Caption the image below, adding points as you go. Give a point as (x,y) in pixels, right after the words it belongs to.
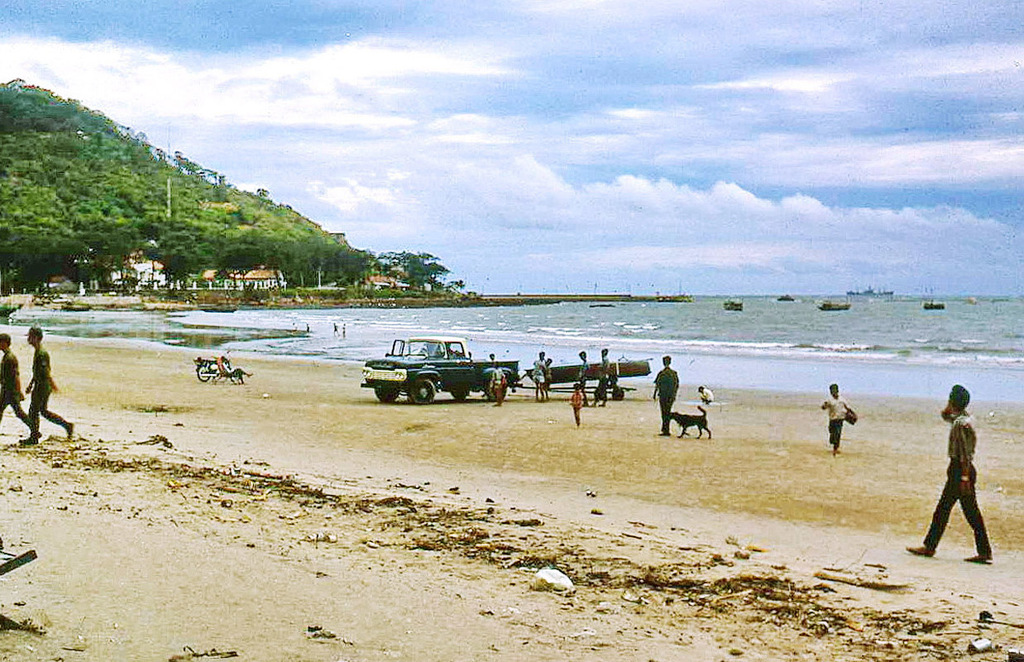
In this image there are people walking on a beach (462,473) and there is a vehicle (475,386), in the background (943,357) there is the sea (948,358), in that sea (838,313) there are ships (733,308) and there are trees (92,206), house (377,285), mountain (281,238) and the sky (814,137).
